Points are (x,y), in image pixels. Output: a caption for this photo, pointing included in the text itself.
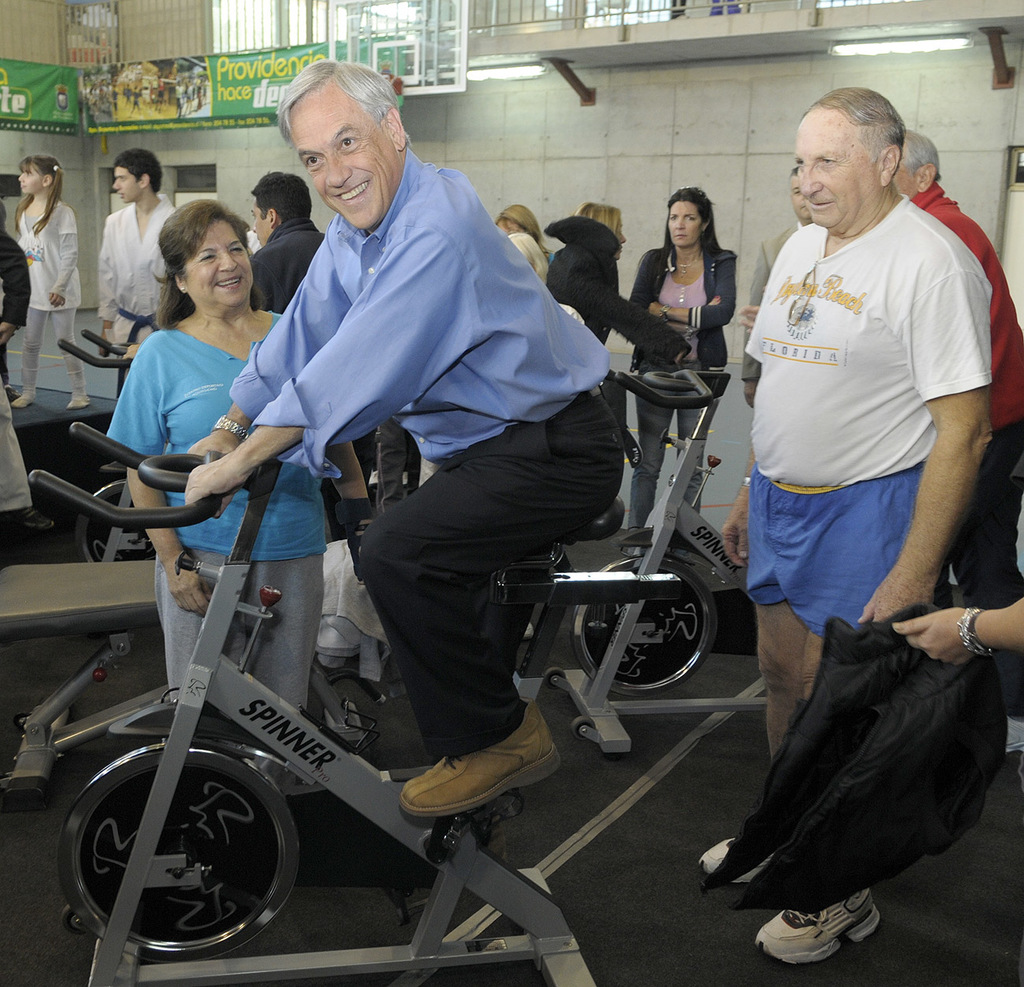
In the image I can see a person (407,353) smiling and cycling. I can see people (32,378). In the background (61,103), I can see some text banner (218,98).
